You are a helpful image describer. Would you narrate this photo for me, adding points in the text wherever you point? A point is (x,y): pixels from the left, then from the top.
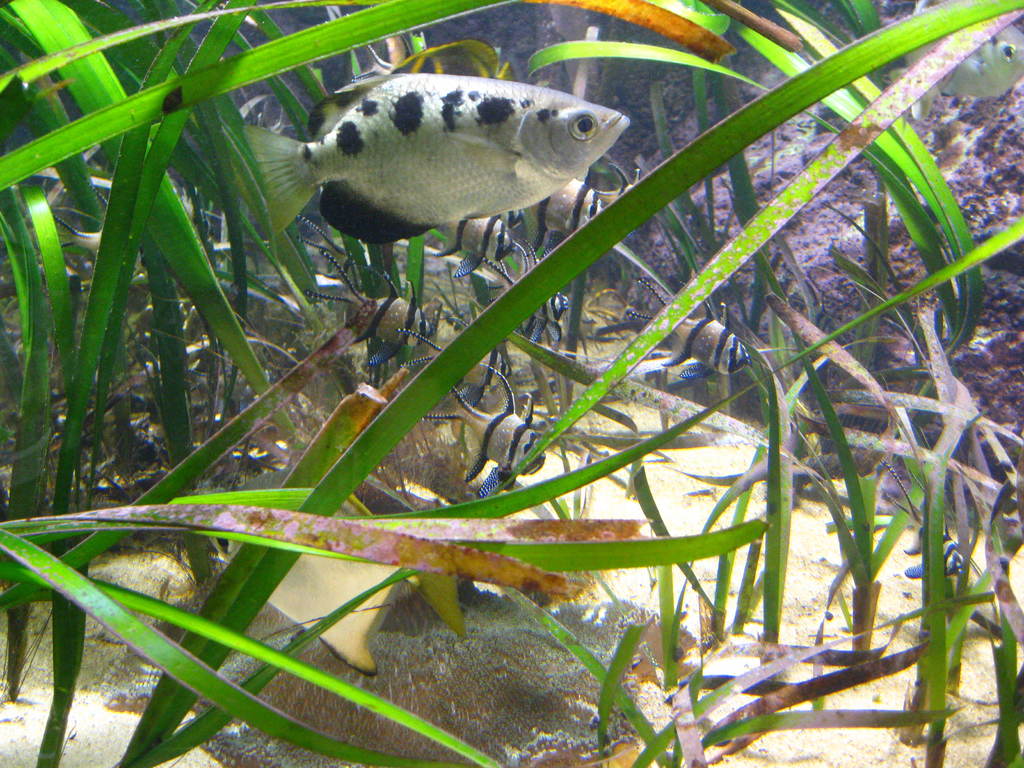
In this picture we can see fish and plants (549,564).
